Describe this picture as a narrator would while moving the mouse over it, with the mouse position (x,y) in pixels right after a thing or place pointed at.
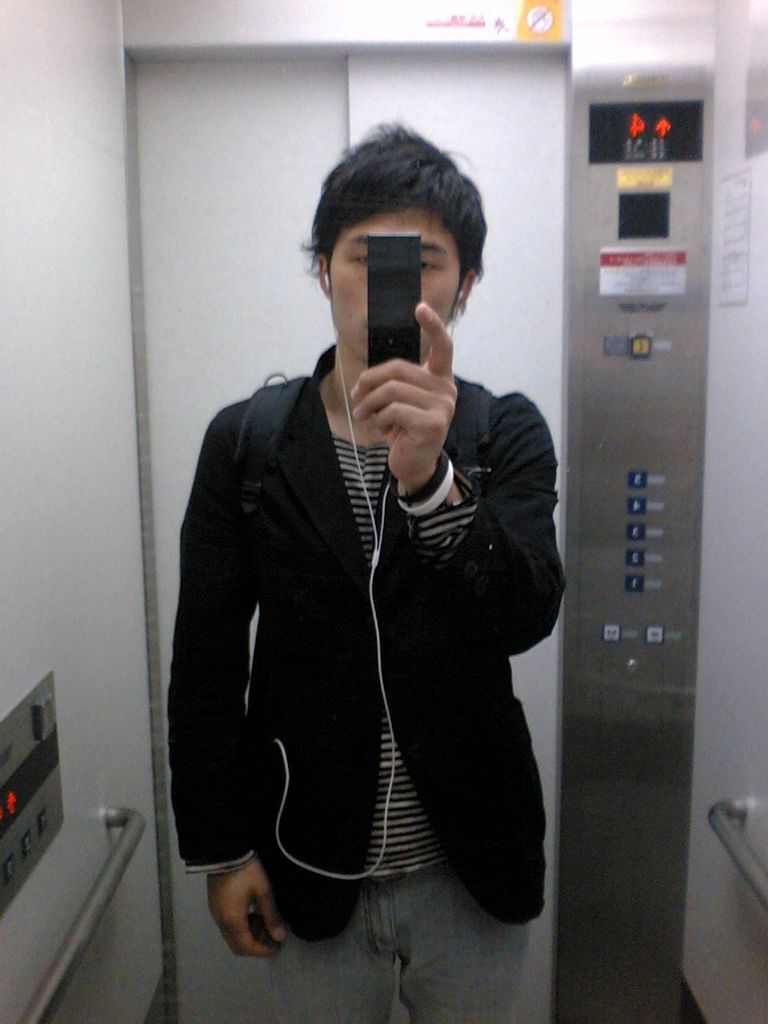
In this image I can see a man (377,430) is standing in a lift (41,386). The man (403,523) is holding an object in the hand (432,446). In the background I can see a metal rod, buttons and other objects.
